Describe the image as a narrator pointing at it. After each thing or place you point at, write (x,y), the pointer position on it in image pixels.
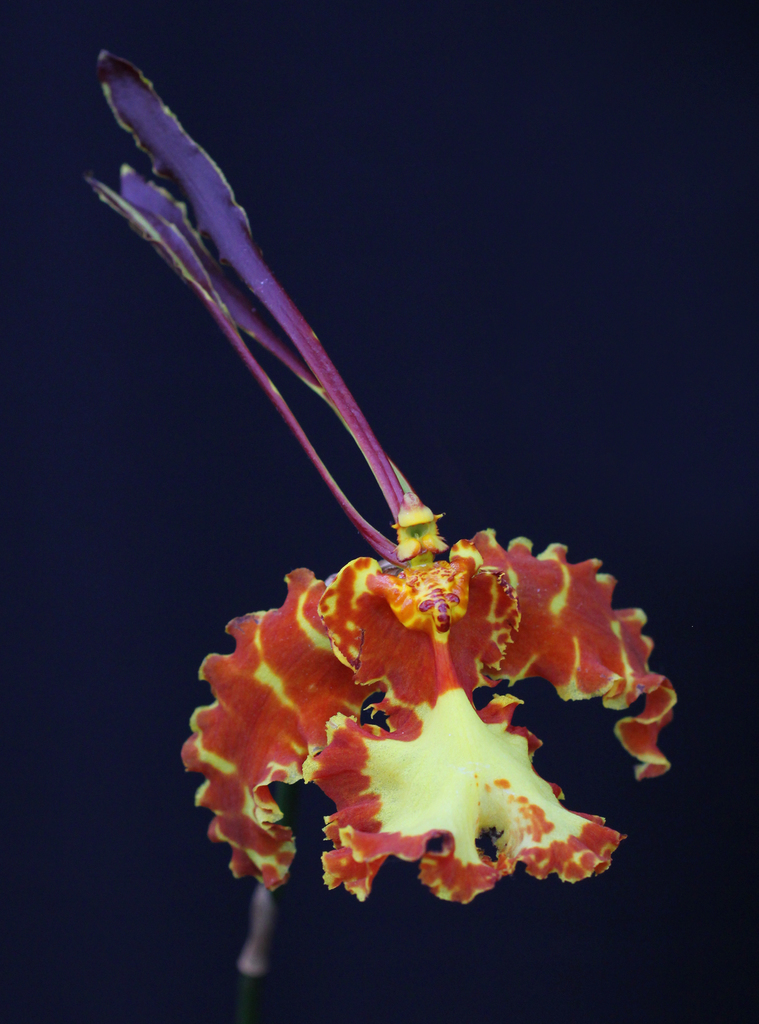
In the picture we can see a flower (524,810) which is orange and yellow in color with some petals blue and violet in color.
